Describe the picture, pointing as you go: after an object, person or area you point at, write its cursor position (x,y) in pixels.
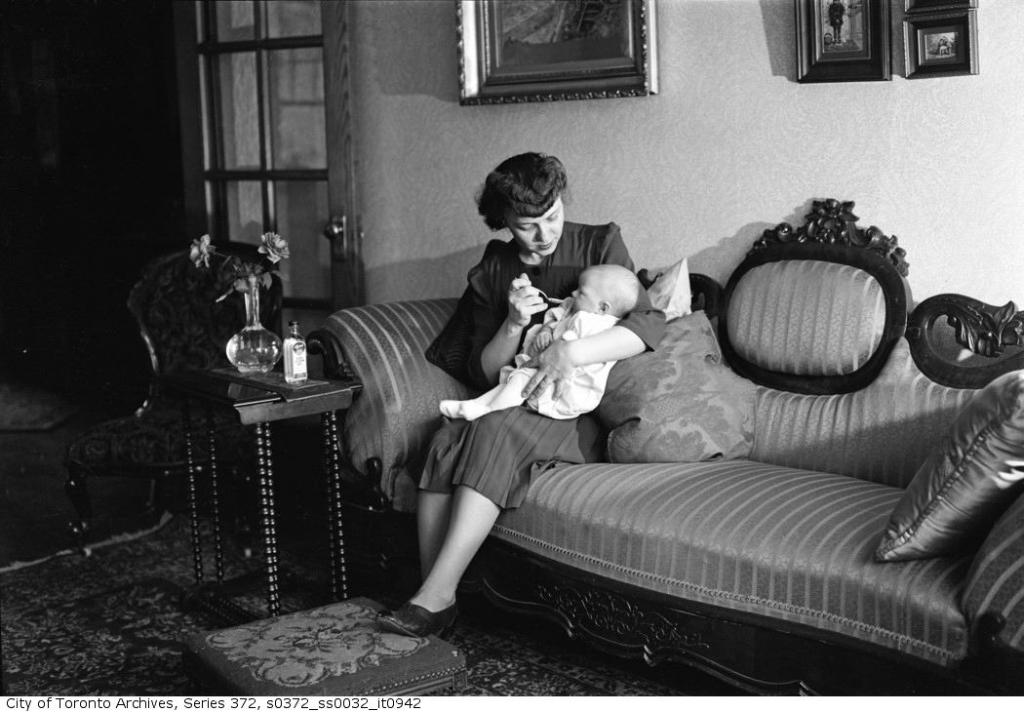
Here we can see a woman (511,258) sitting on a couch (689,480) feeding something to the baby (592,307) in her hand (542,362), in front of her we can see a bottle (300,354) and a flower vase (251,341) and behind her we can see portraits (927,45) present on the wall (723,67) and there is a door (315,131) beside that
